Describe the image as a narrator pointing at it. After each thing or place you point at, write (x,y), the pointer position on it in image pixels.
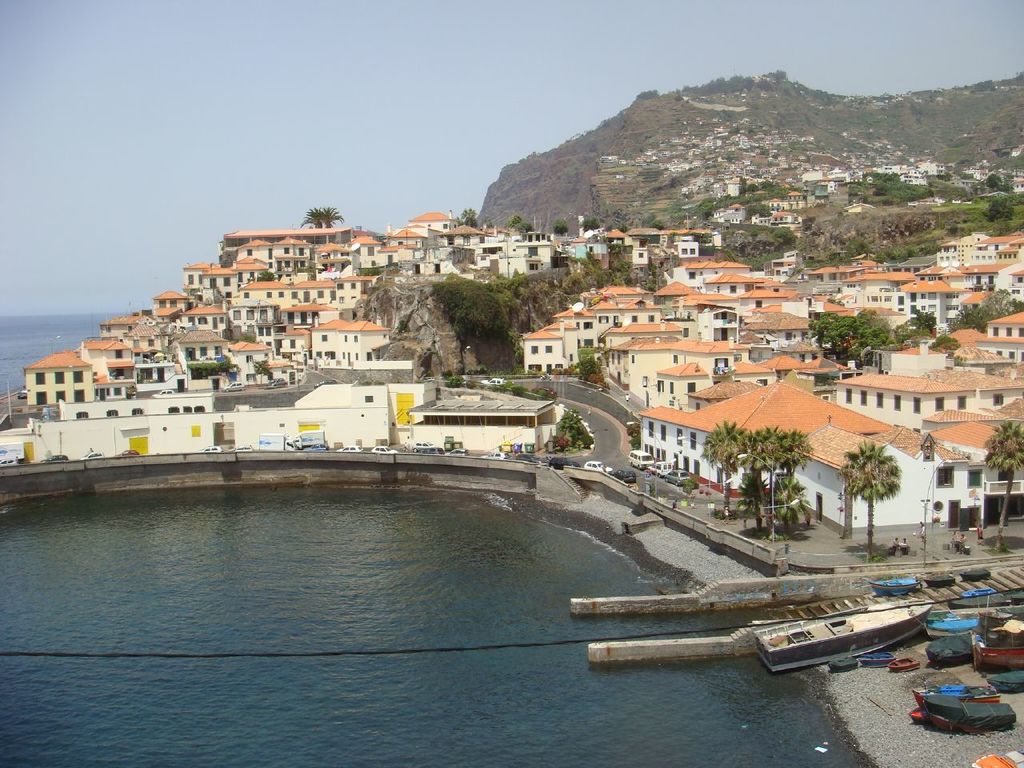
There are boats (949,654). Here we can see water (457,637), houses (949,510), trees (453,374), and vehicles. There are few persons (894,541). Here we can see a mountain (707,210). In the background (787,39) there is sky (579,54).
